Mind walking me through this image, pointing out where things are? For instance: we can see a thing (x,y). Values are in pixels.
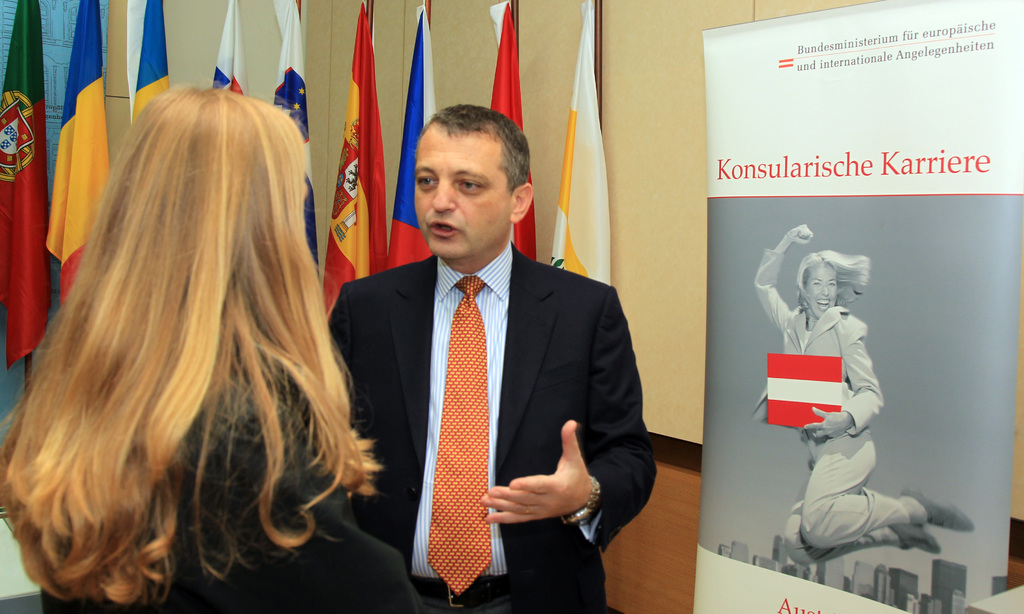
This picture might be taken inside the room (712,274). In this image, on the left side (213,349), we can see a woman (199,412) wearing a black color dress (239,585) is standing. In the middle (473,389), we can also see a man (502,356) wearing a black color suit (532,360) is standing. On the right side (989,190), we can see a hoarding (938,490). In the background (340,93), there are some flags (497,96) and a wall (313,55).
